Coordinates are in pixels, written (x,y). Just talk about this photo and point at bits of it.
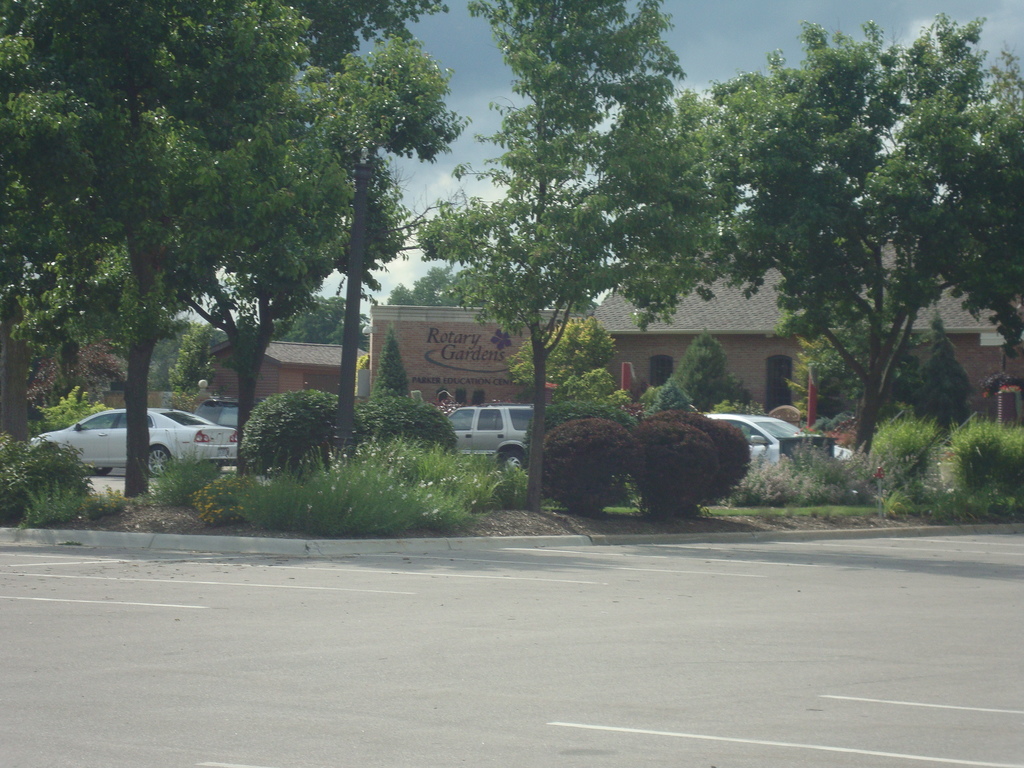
This picture is taken on the wide road (507,606). In this image, we can see some plants (466,471) and trees (8,426). In the background (58,442), we can see few cars (96,456) which are placed on the road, building (279,355) and a person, trees (206,36), plants (405,394). At the top (477,118), we can see a sky (489,126) which is a bit cloudy, at the bottom (505,653), we can see a road (323,609).
